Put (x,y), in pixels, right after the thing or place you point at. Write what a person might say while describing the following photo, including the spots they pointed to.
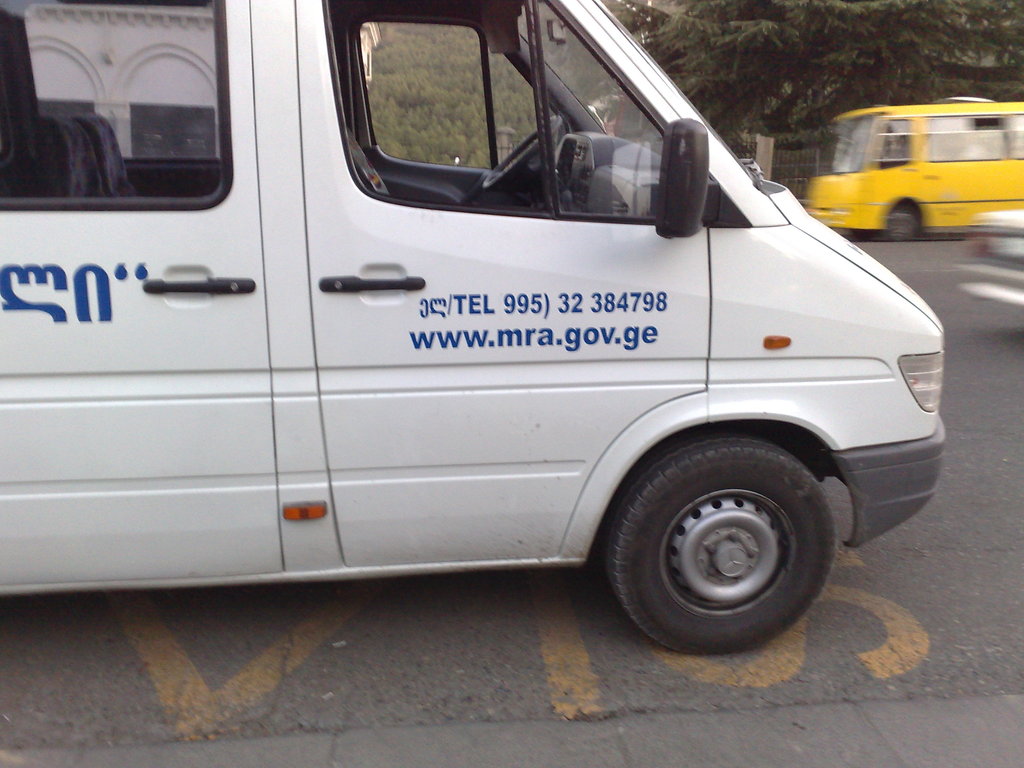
In this image there is a vehicle (441,458) on the road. On the right side of the image (925,191) there is another vehicle (916,187) moving on the road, behind the vehicle (858,219) there are trees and a fence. In the background (185,77) there is a building (157,49).
